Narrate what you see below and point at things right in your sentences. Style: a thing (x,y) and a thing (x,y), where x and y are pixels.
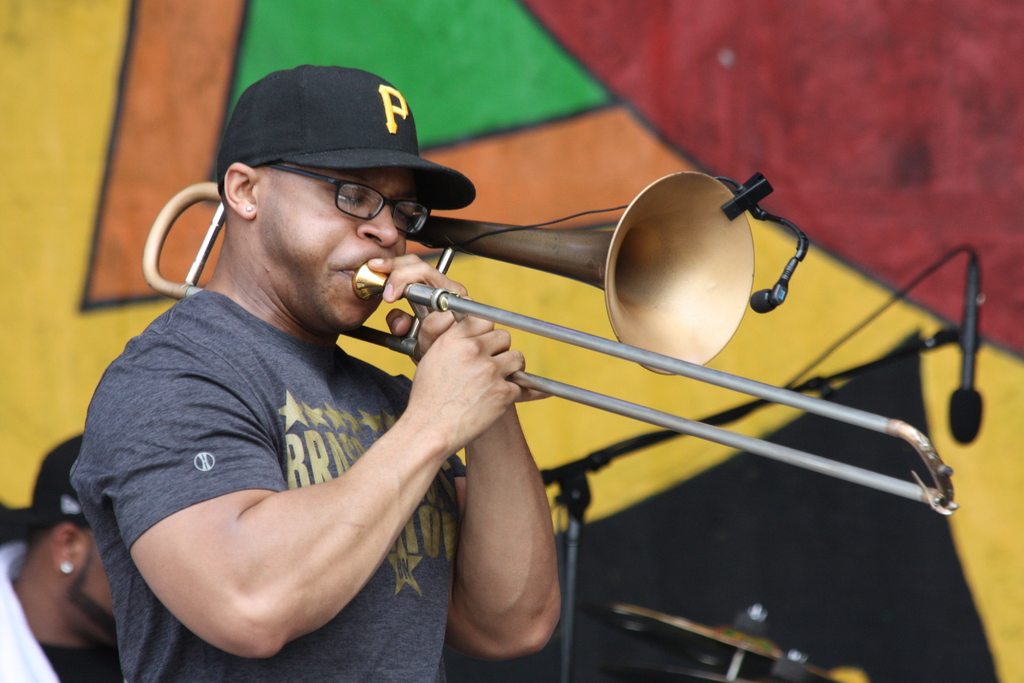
A man (360,516) is playing musical instrument (622,257), this is microphone (970,400), there is another person (50,593).
